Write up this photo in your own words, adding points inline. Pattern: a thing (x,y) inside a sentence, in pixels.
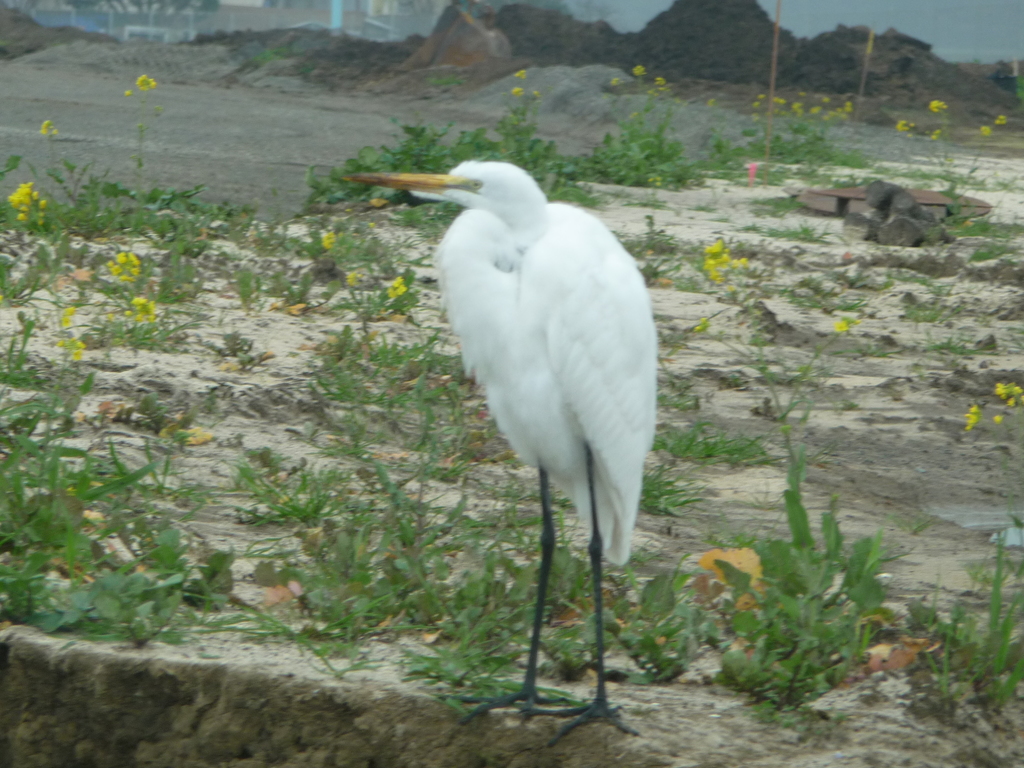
In this picture we can see a bird (579,417) standing on the ground (745,718) and in the background (644,171) we can see plants (58,205), flowers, wooden logs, rocks (884,215) and some objects (438,54).
